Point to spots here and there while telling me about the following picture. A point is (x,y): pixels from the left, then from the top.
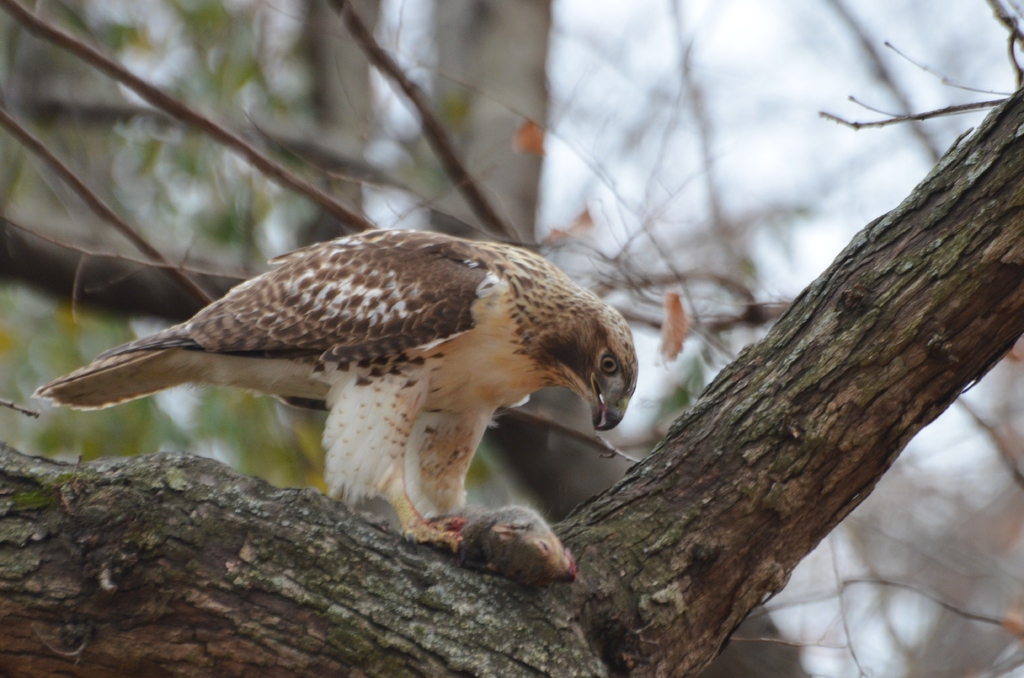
In this image I can see a bird (475,426) on the tree (343,636). In the background (194,177), I can see the leaves (154,443).
